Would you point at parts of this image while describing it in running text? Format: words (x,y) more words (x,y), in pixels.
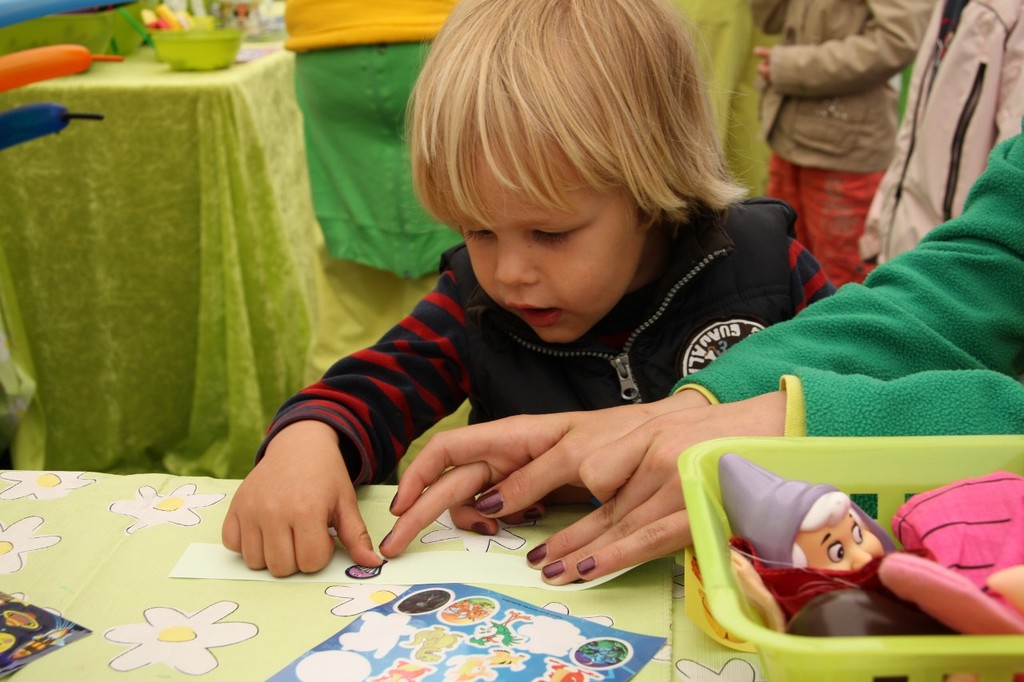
In this picture, we can see a boy (655,174) in the black jacket (696,278) is sitting and in front of the boy (631,248) there is a table (272,621) and on the table (248,619) there is a tray (857,647) and in the tray (870,647) there are some toys (872,554). Behind the people (614,340) there are a group of people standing on the floor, table (159,186) and other items (141,42).
